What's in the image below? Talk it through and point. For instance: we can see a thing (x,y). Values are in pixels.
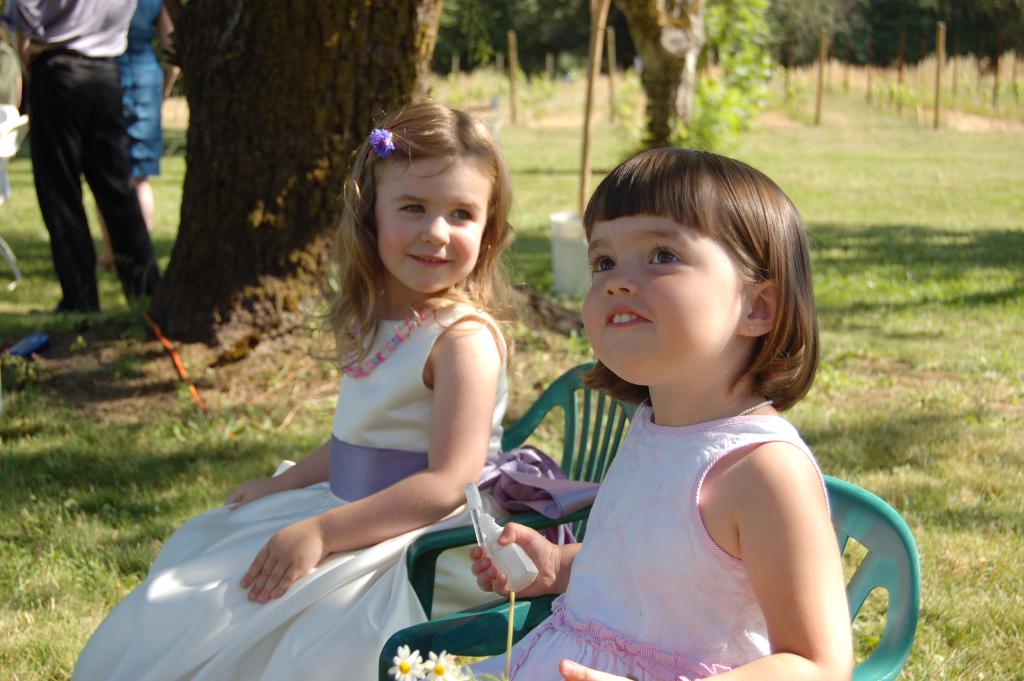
In this picture I can see two girls (731,446) are sitting on the chairs (584,514), on the left side (101,171) two persons (143,97) are standing. In the background (209,13) there are trees (931,33).
